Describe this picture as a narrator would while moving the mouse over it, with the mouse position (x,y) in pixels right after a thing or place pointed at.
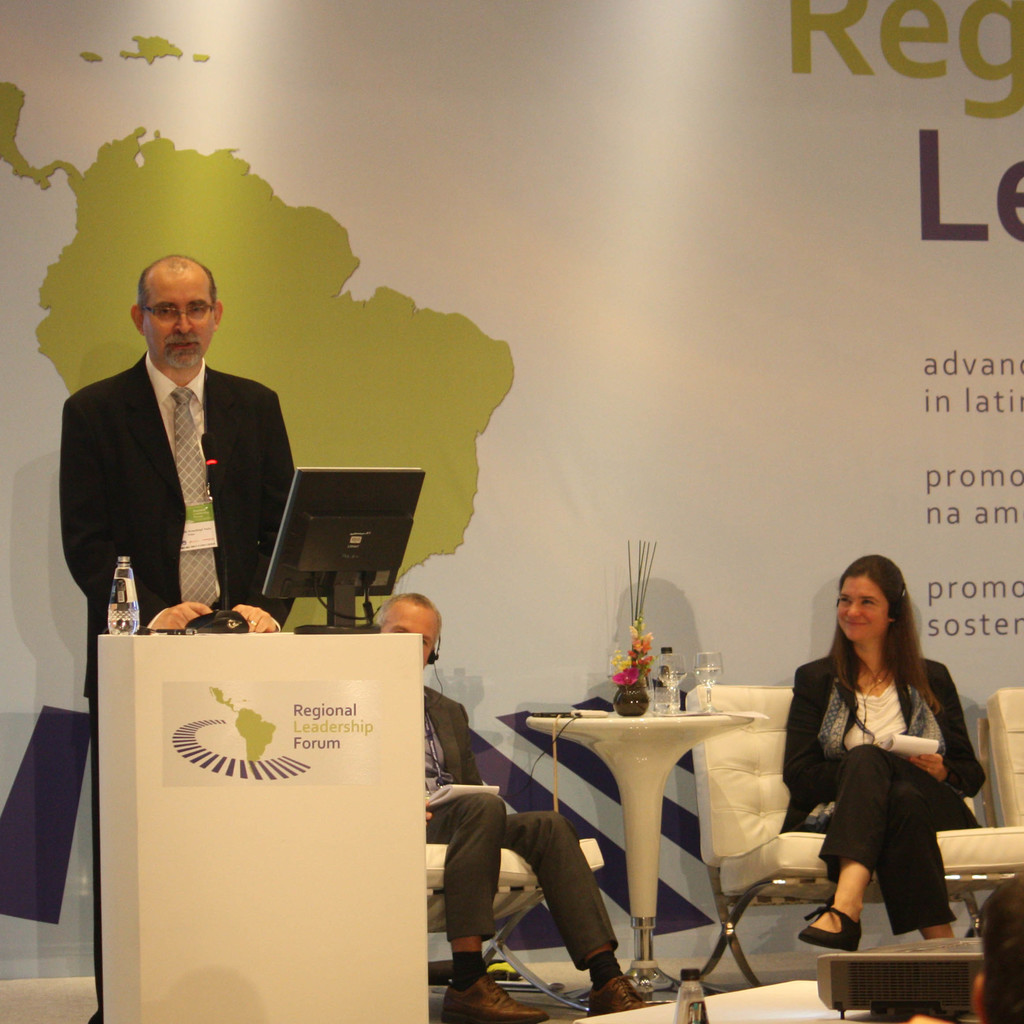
This is a podium (228,848) with a monitor (370,593), mike (221,622) and water bottle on it. Here is a man (245,435) standing. There are two persons (874,820) sitting on the chairs (742,789). This looks like a small table (662,739) with a water glass (662,705) and a flower vase (648,697) on it. At background (563,560) I can see a banner (651,438).
